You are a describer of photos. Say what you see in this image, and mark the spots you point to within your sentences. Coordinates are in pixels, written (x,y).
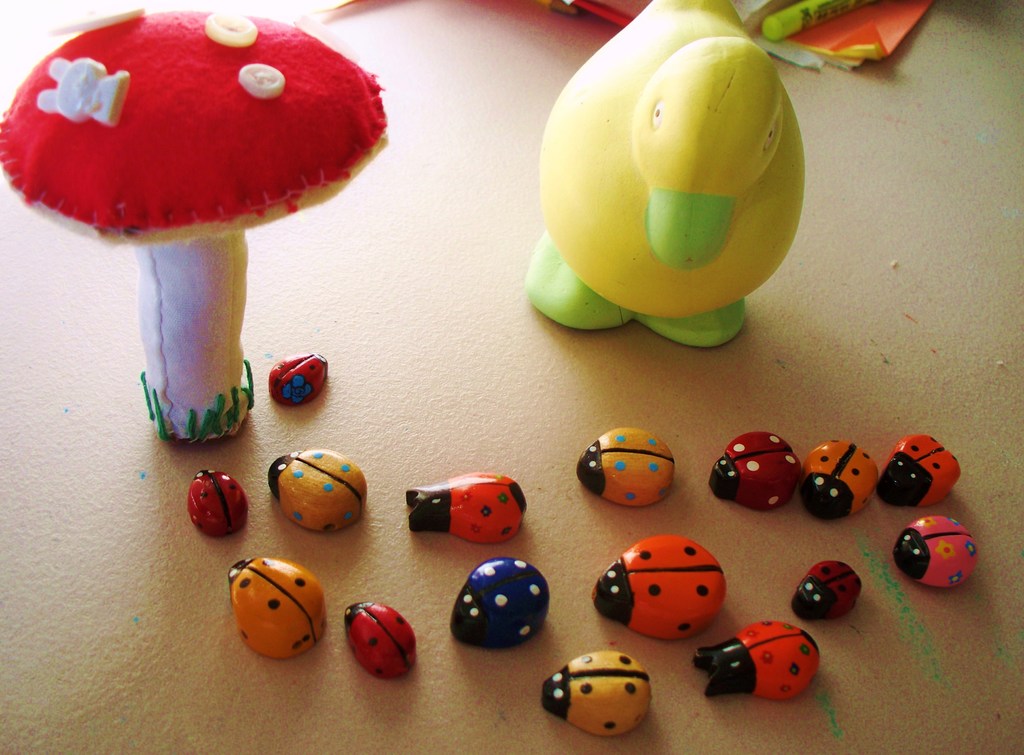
In this image I can see few kids toys (279,203) of ladybugs (656,565), duck (626,260) and a mushroom (175,225). At the top of the image (853,44) there are few papers (869,37) placed on the floor (896,198).
